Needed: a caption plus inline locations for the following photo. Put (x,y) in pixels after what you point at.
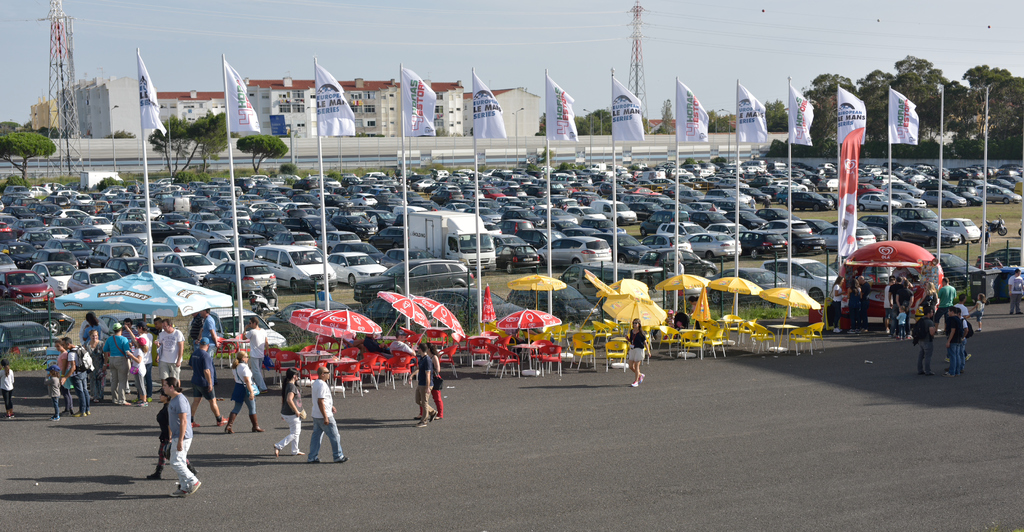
In this image there are few people (318,400) walking on the road (725,381), beside the road (458,363) there are chairs (556,361), tables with tents (341,335), behind the tents (449,315) there are a few flag posts (150,218), behind the flag posts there is a big parking lot (466,197) with many number of cars (279,213) parked in it. In the background of the image (880,92) there are trees (881,106) and buildings (181,117) and there are two high tension electrical towers (64,59) with cables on it.
